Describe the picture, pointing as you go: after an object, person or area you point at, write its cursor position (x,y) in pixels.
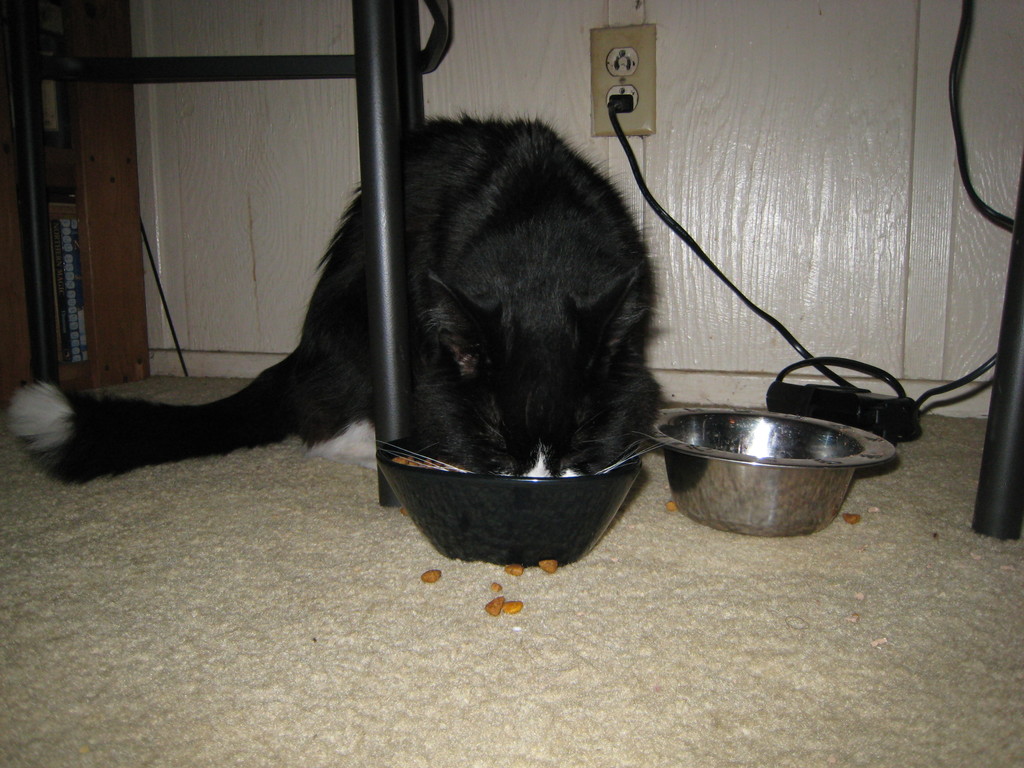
In this image I can see the cream colored floor (351,627), two bowls (567,523), the cream colored wall (787,134), a electric socket (626,63) and a black colored wire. I can see a cat (517,358) which is black and white in color. I can see few black colored objects (398,5).
